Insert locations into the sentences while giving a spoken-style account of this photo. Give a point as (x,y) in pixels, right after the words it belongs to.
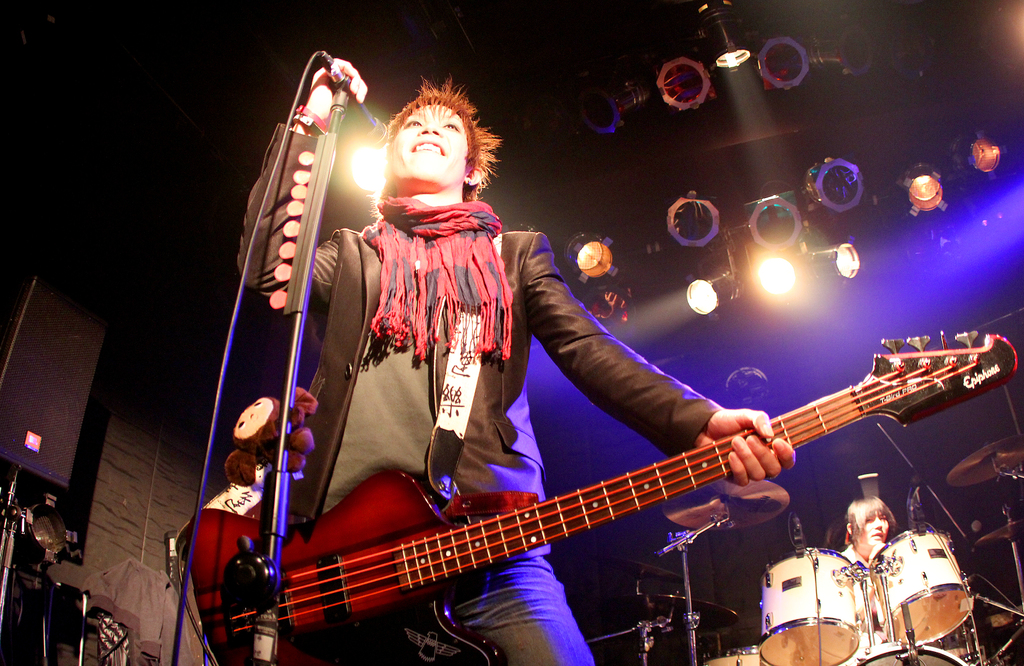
a person (435,265) is standing holding a guitar (435,555) in one hand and microphone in his other hand (328,107). behind him there is another person (880,523) at the right (881,523) playing drums (822,584). above them there are lights (711,283).
